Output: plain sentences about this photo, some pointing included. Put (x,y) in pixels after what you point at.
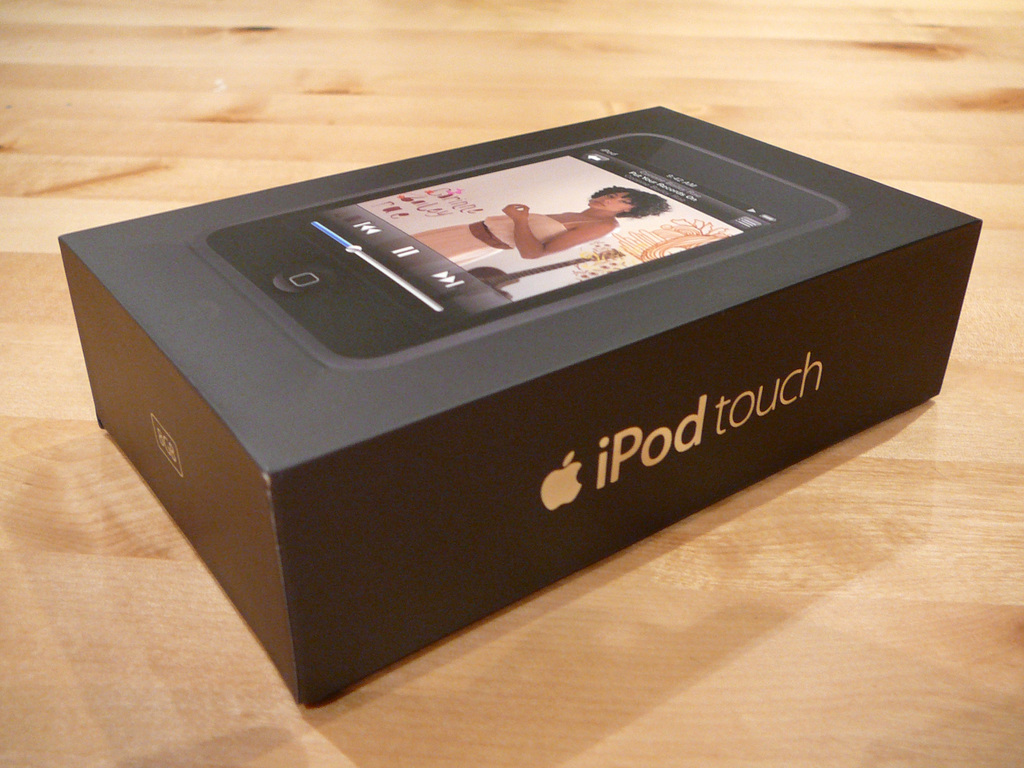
In this image there is a table (799,573), on that table (830,612) there is a box (655,422).
